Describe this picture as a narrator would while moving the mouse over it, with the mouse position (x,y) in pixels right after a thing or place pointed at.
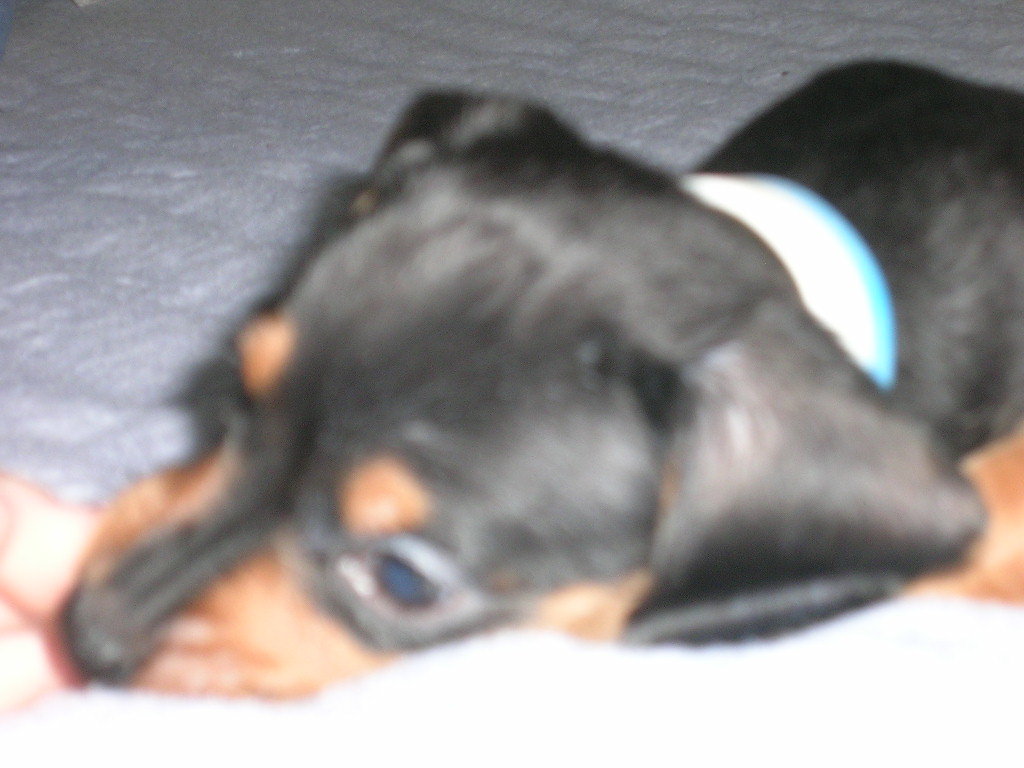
In this image we can see a dog (501,338) with a belt (837,276) on the floor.
